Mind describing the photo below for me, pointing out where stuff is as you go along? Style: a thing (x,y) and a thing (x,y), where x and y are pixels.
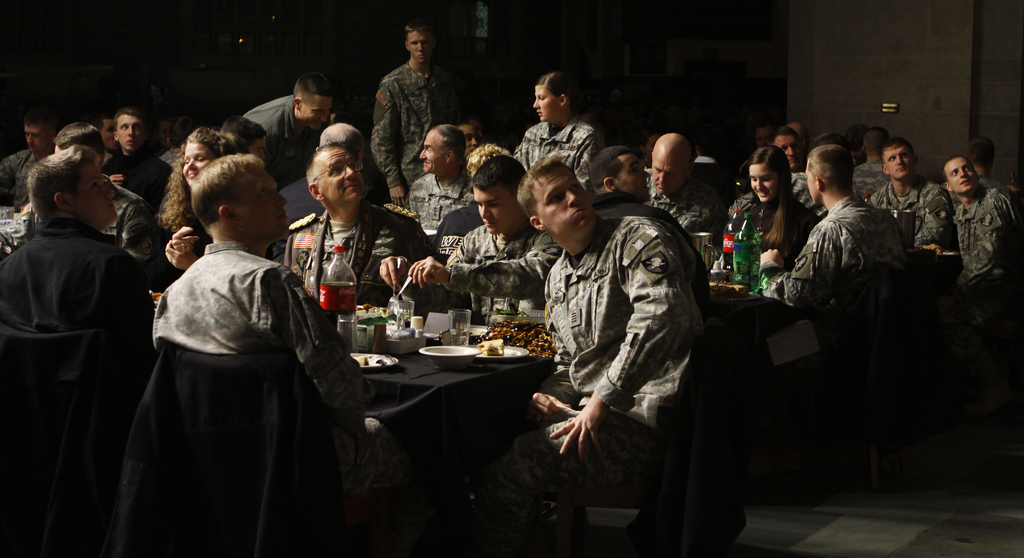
A group of people (518,176) are sitting on the chairs (696,341) around the dining table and having the food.
